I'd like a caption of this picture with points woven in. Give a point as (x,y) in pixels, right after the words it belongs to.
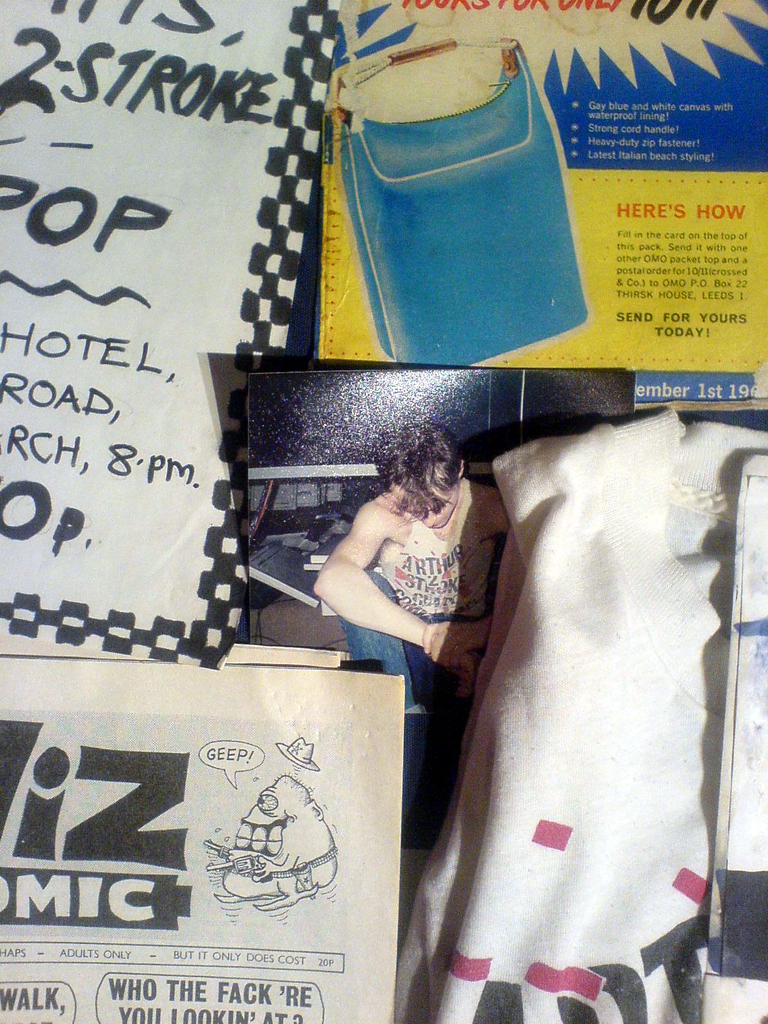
In this image, we can see boards (460,270), papers (220,355) and there is a cloth (501,693).
